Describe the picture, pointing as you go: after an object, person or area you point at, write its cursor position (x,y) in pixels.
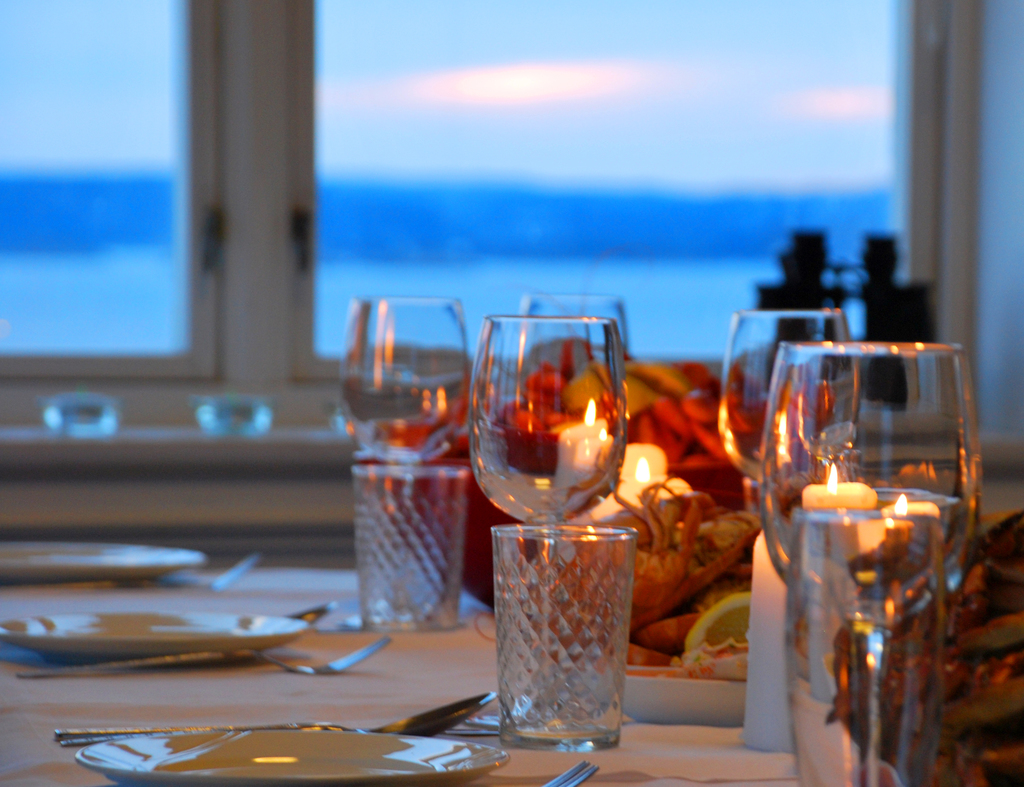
As we can see in the image there is a window (373,167), table (252,576). On table (353,672) there are plates (161,760), forks (345,657), glasses (507,476) and seafood (671,447).
